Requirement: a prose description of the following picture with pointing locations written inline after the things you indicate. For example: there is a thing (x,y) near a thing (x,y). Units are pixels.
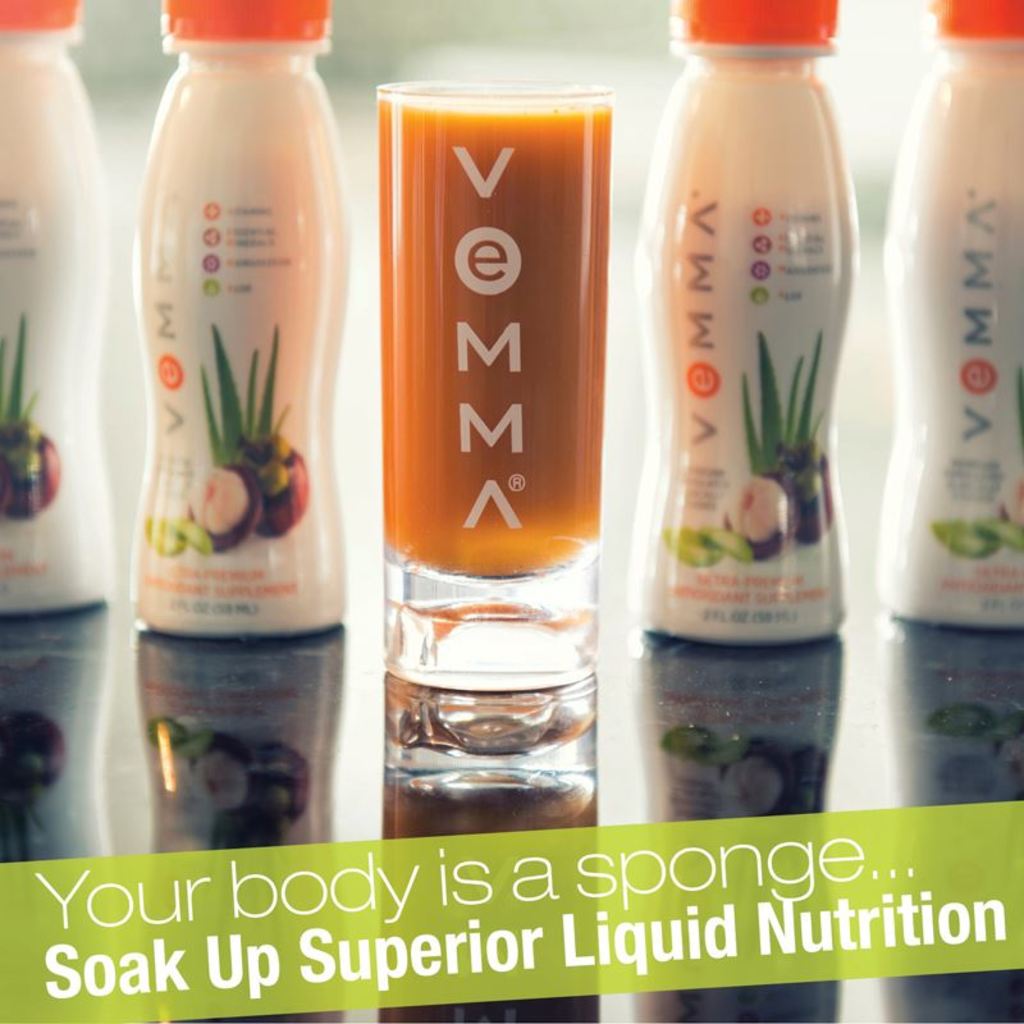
This image consists of 4 Bottles (924,438) And a glass (502,392). Four bottles (232,331) are in white color, two are on right side (748,319) and 2 are on left side (168,235). all 4 of them have orange color caps (991,11). The glass (586,288) is in the middle (395,568) which has orange color drink (537,400) in it and in the bottom (848,937) there is written something like your body is a sponge soak up superior liquid nutrition.
